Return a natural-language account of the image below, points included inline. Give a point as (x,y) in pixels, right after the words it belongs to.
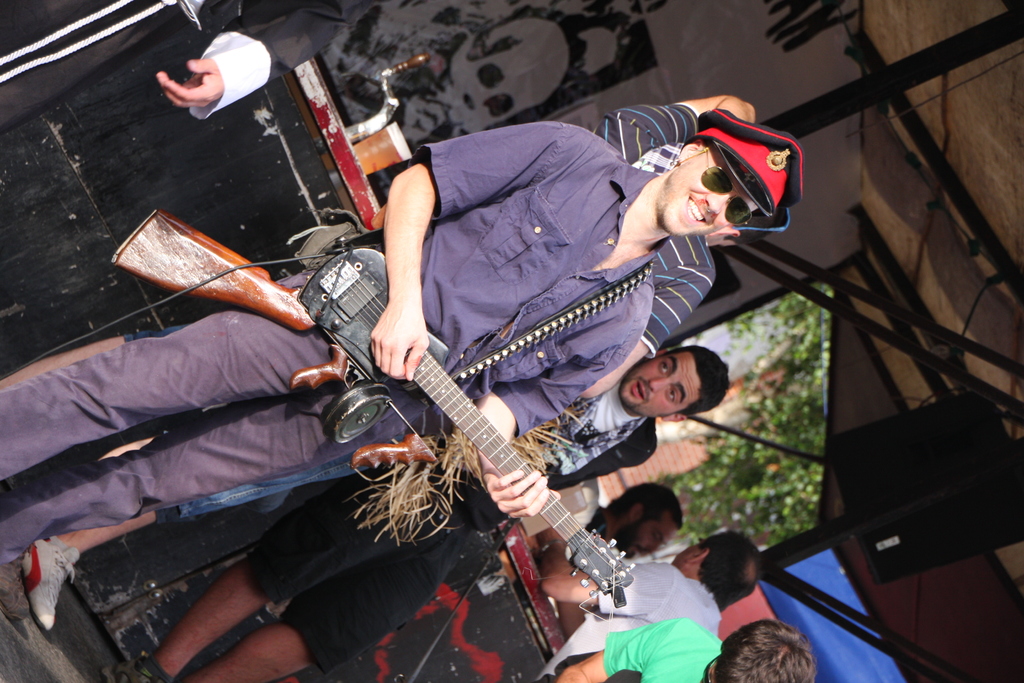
This picture shows a man (132,350) Standing and playing guitar (451,411) with a smile on his face (677,183) and he wore a cap (734,133) on his head (691,138) and we see few people (638,414) standing on the side and we see a beer glass (359,151) and a poster (438,59) on the back (501,14) and we see a tree (730,440) on the side.
